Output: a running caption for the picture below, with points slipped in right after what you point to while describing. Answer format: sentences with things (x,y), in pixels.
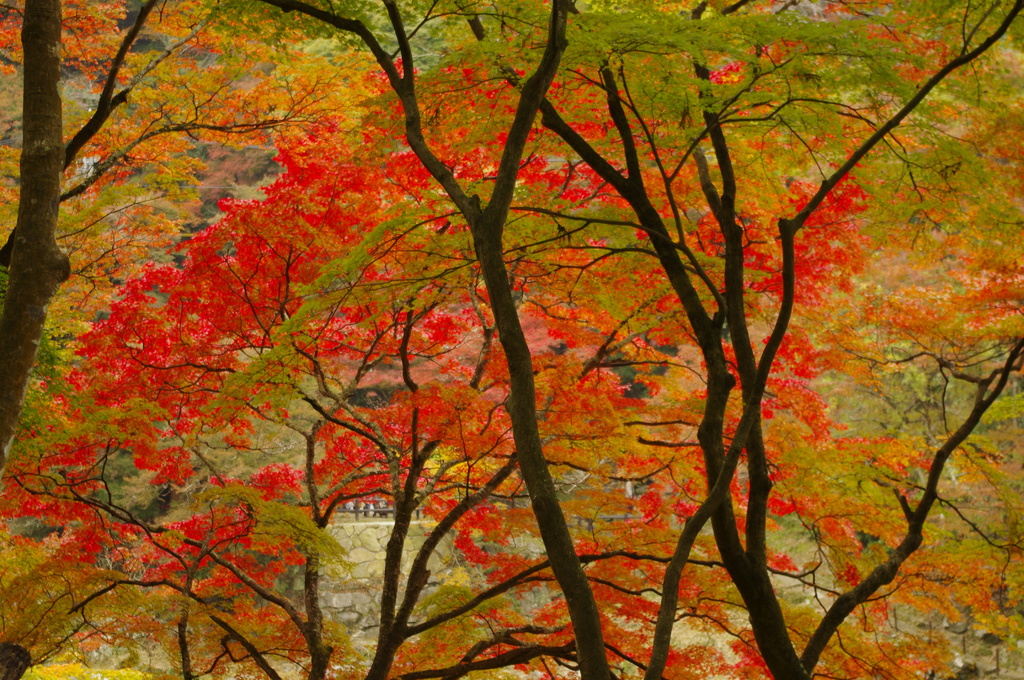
This image consists of many trees (626,70). And we can see colorful leaves (298,190) in red and green colors.
